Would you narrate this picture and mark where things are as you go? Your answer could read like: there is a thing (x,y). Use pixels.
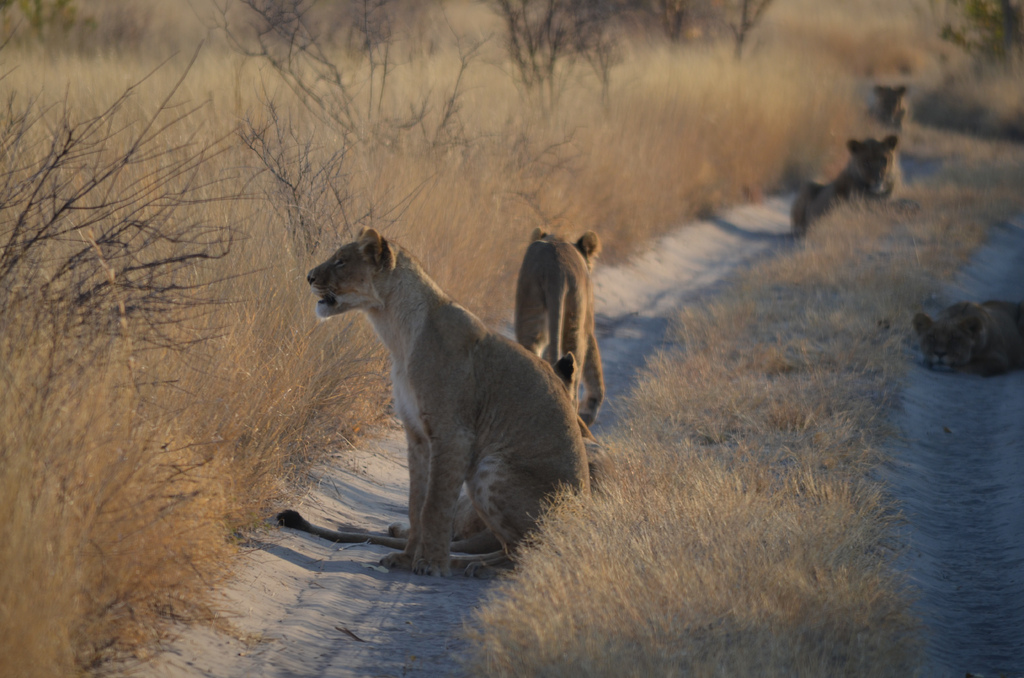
In this image there are some lions (963,313) on the ground (256,565), beside that there are some trees (13,222) and grass (793,611).
